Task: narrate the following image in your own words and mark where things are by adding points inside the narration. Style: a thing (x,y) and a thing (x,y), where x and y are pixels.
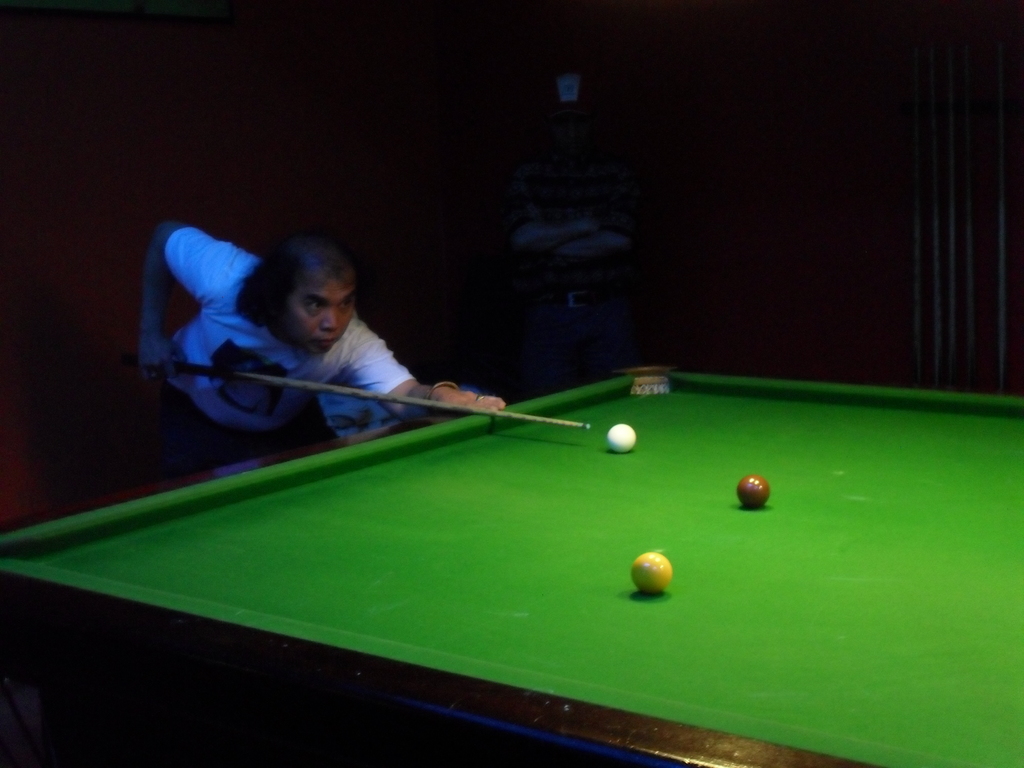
This picture is taken inside the room (189,222). In this image, on the left side (174,339), we can see a man (184,349) wearing a white color shirt (184,349) and holding a stick (244,372) in his hand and the man (321,349) is also standing in front of the billiard table (933,585). On the table (903,414), we can see three balls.
